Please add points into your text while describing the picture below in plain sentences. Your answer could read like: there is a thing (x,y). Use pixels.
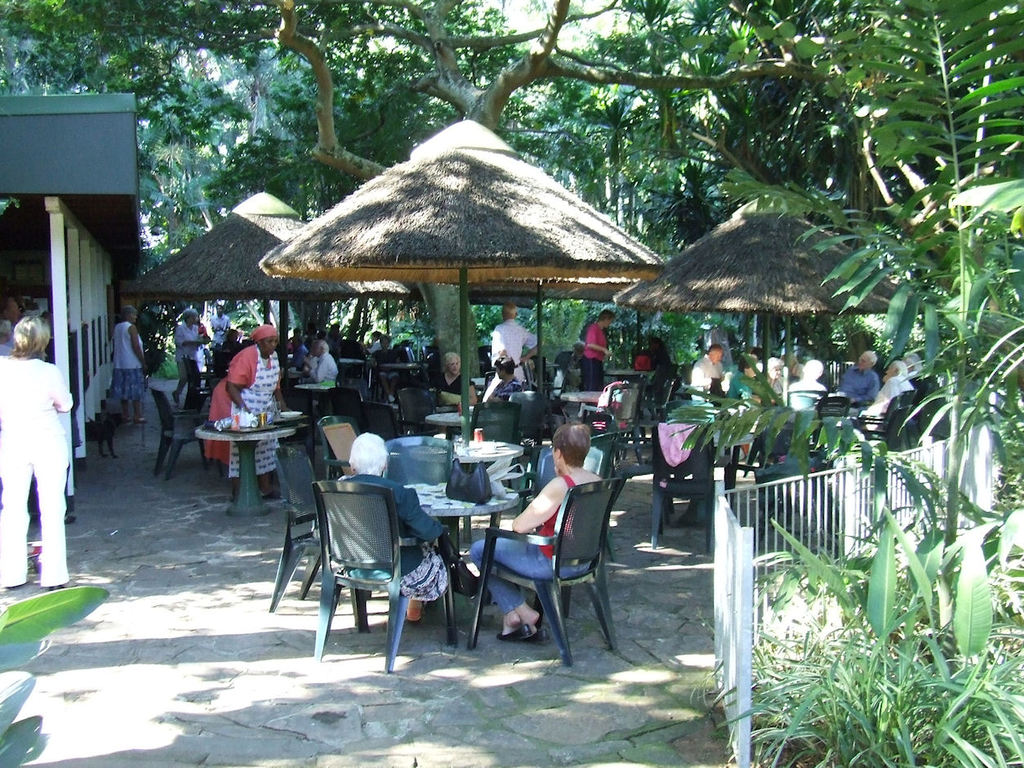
There are so many chairs (346,510) and tables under tent (517,201) and there is a building (62,135) behind it and there are so many people (562,571) surrounding around that.
